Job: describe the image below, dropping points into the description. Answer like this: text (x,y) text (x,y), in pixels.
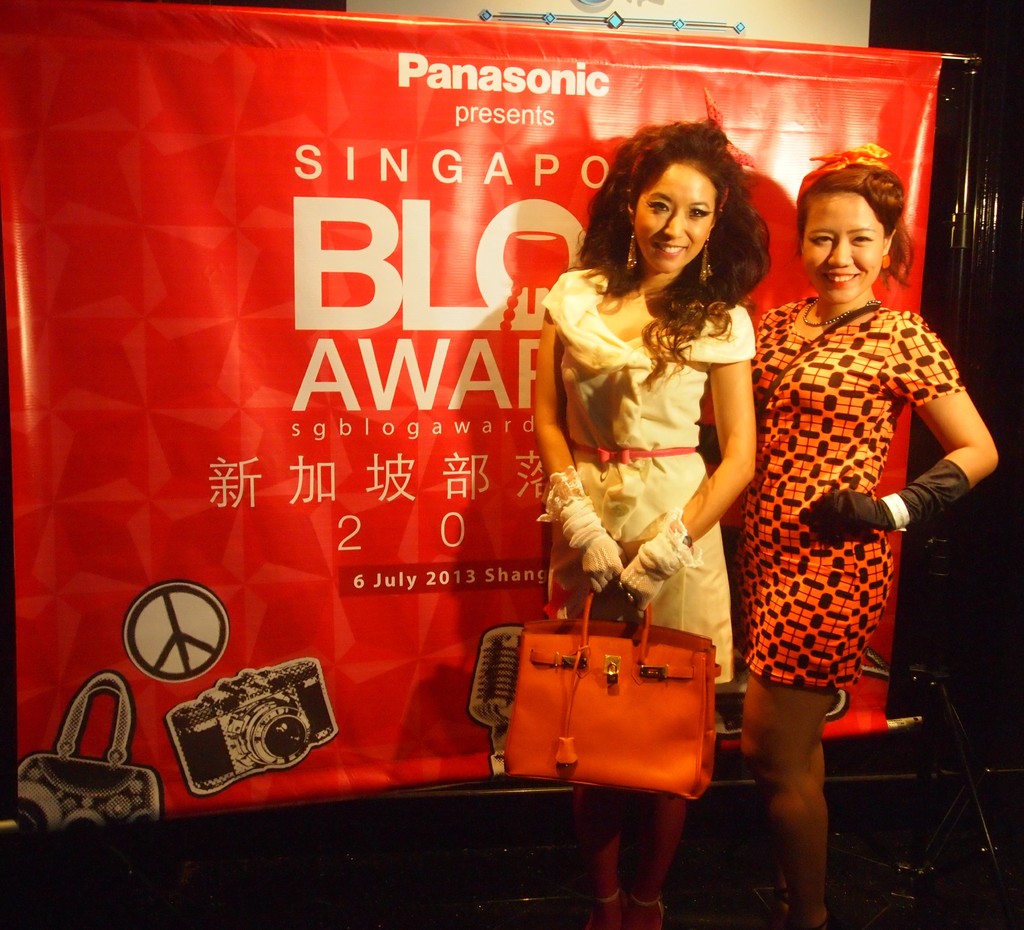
In this image, In the right side (854,233) there are two person (656,395) standing and in the background (86,363) there is a red color poster (147,130).
